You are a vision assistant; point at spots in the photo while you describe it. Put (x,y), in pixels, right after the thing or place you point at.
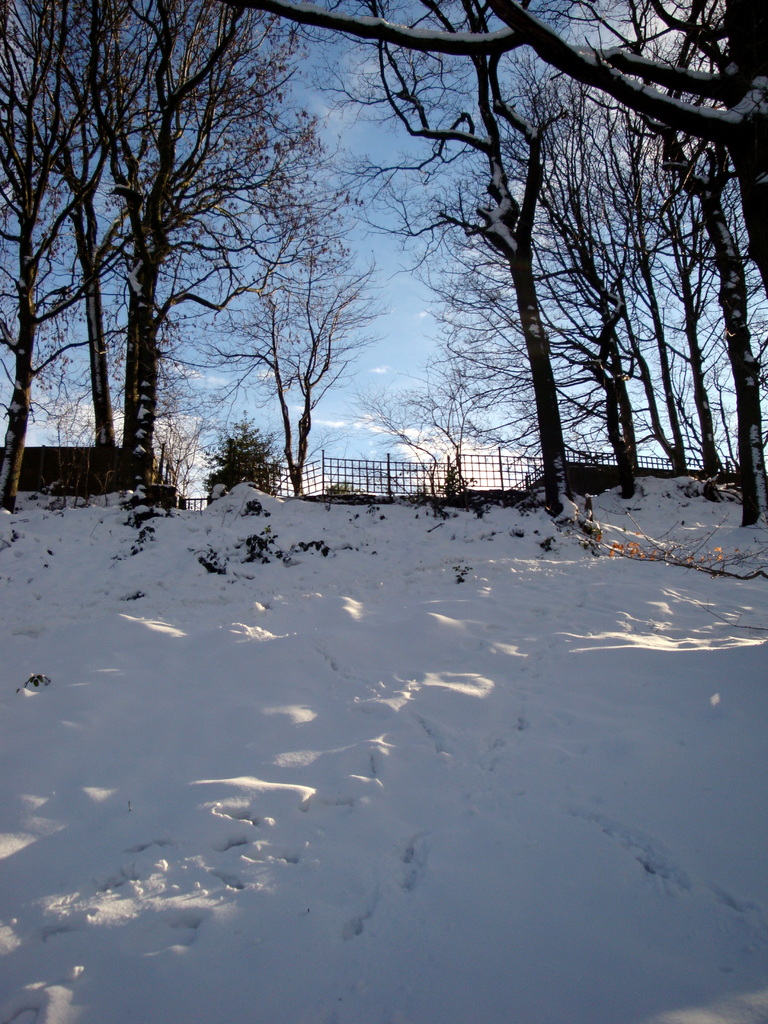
In the image in the center (262,356) we can see the sky (120,339), clouds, trees (498,149), fences (502,480) and snow (294,662).
